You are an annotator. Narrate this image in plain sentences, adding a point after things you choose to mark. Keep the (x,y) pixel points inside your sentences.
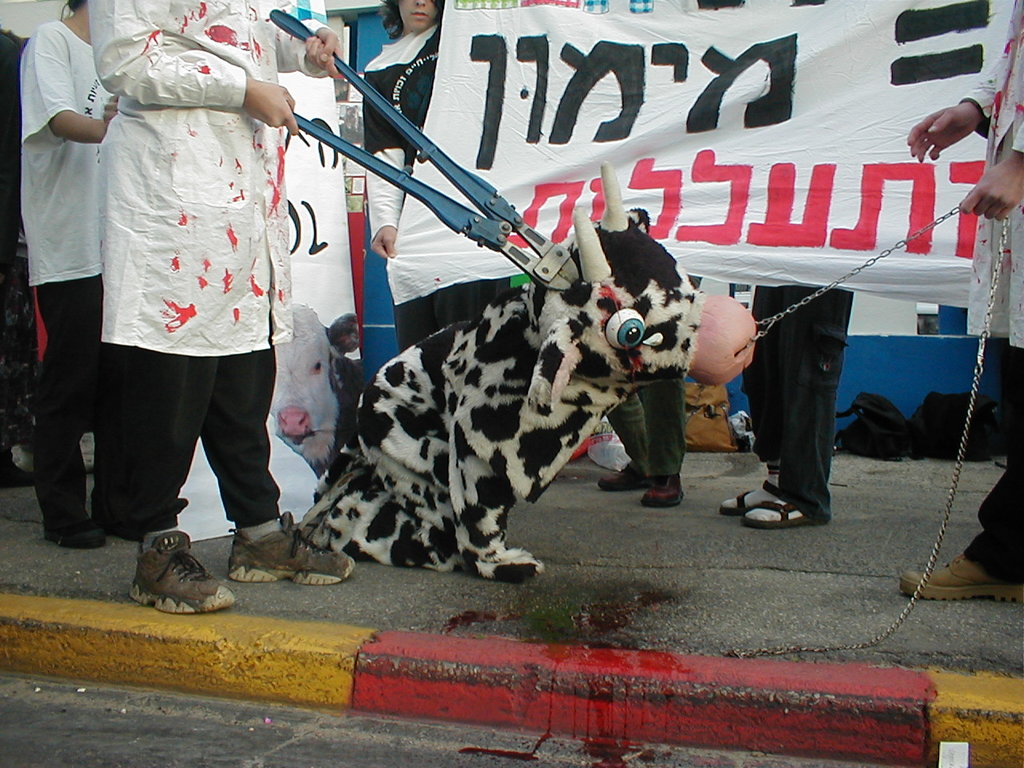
In this image I can see a person (202,151) standing wearing white shirt (168,340), black pant (164,368). At right (998,236) I can see the other person (984,240) standing, in front (452,432) I can see a cow costume (445,449) in white and black color. At the back (544,162) I can see a banner (506,84) in white color and something written on it with red and black color.
